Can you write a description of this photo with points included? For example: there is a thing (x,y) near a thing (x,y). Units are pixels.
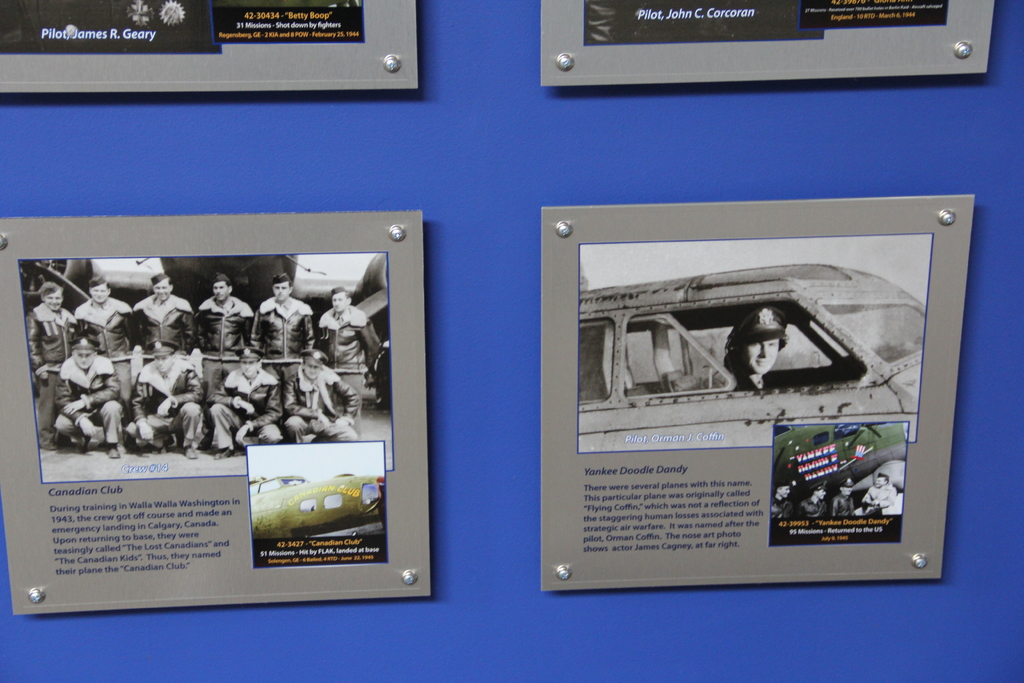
On this blue wall (502,158) there are boards (734,234). Something written on these boards (241,42). On these boards (353,361) there are pictures (752,406) of people (20,35).
